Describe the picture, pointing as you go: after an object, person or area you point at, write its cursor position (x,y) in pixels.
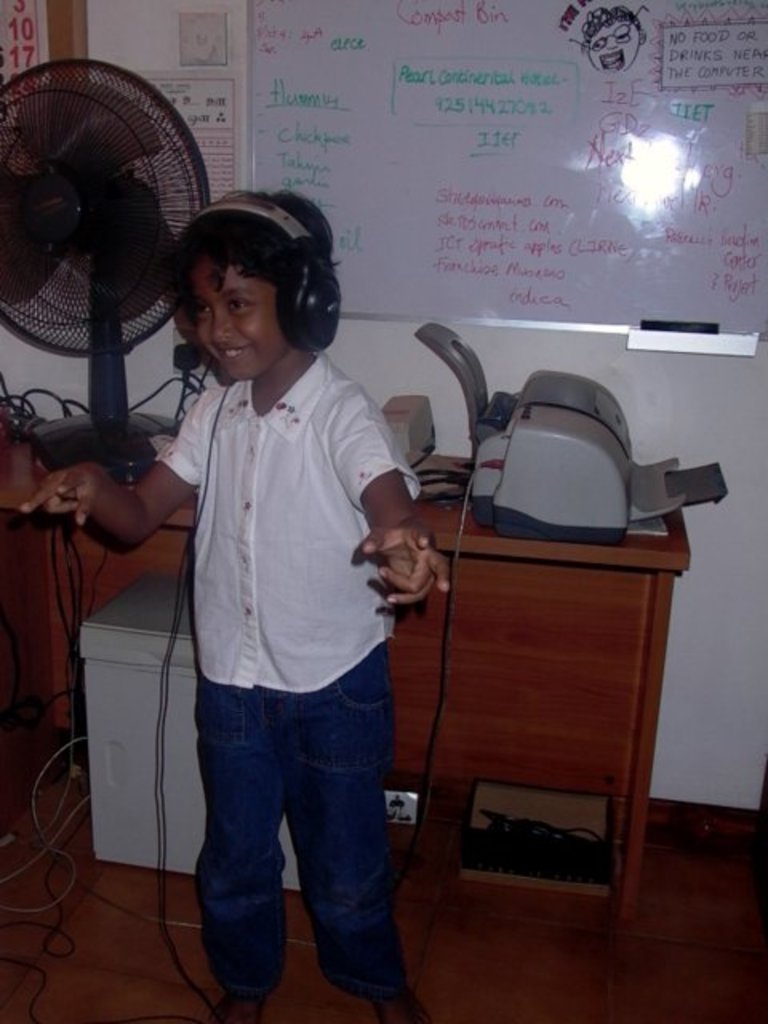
In this picture we can see a boy (215,871) smiling and wearing a headset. in the background (687,301) we can see a board (619,140) and a printer (599,475).
